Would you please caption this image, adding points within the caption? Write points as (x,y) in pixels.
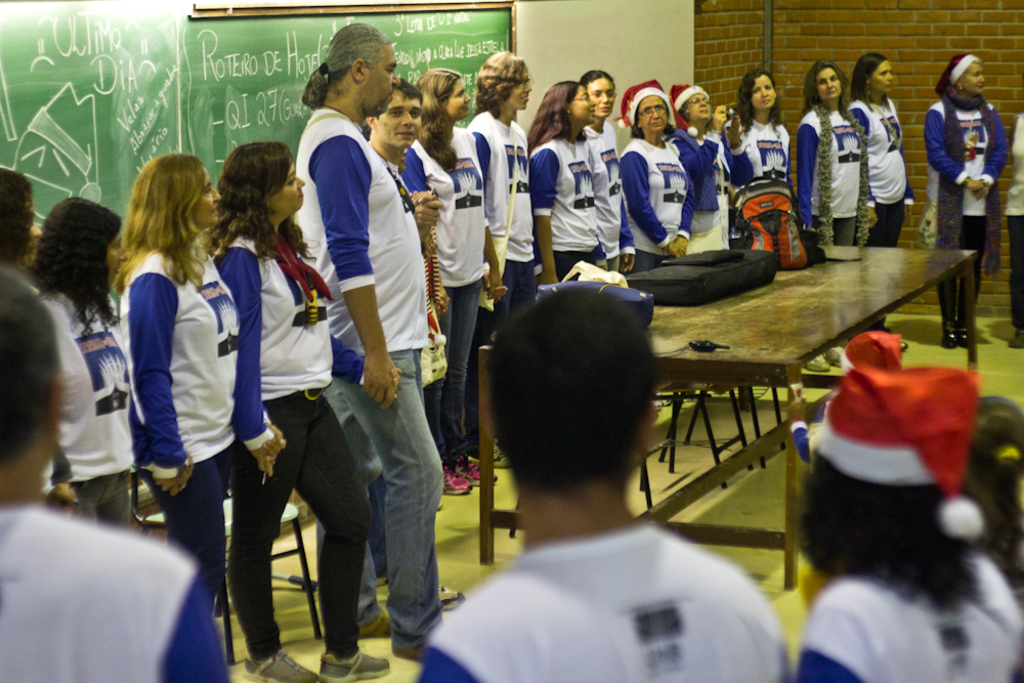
This picture is clicked inside. In the center (524,428) we can see the group of persons (267,185) wearing white color t-shirts (295,341) and standing on the ground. In the center (678,375) there is a table (830,274) on the top (761,308) of which a backpack (753,241) and some other items (732,284) are placed. In the background (794,18) we can see the brick wall (815,8) and we can see the green color board (316,25) on which we can see the text (237,67) is written and there are some objects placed on the ground (681,432).
